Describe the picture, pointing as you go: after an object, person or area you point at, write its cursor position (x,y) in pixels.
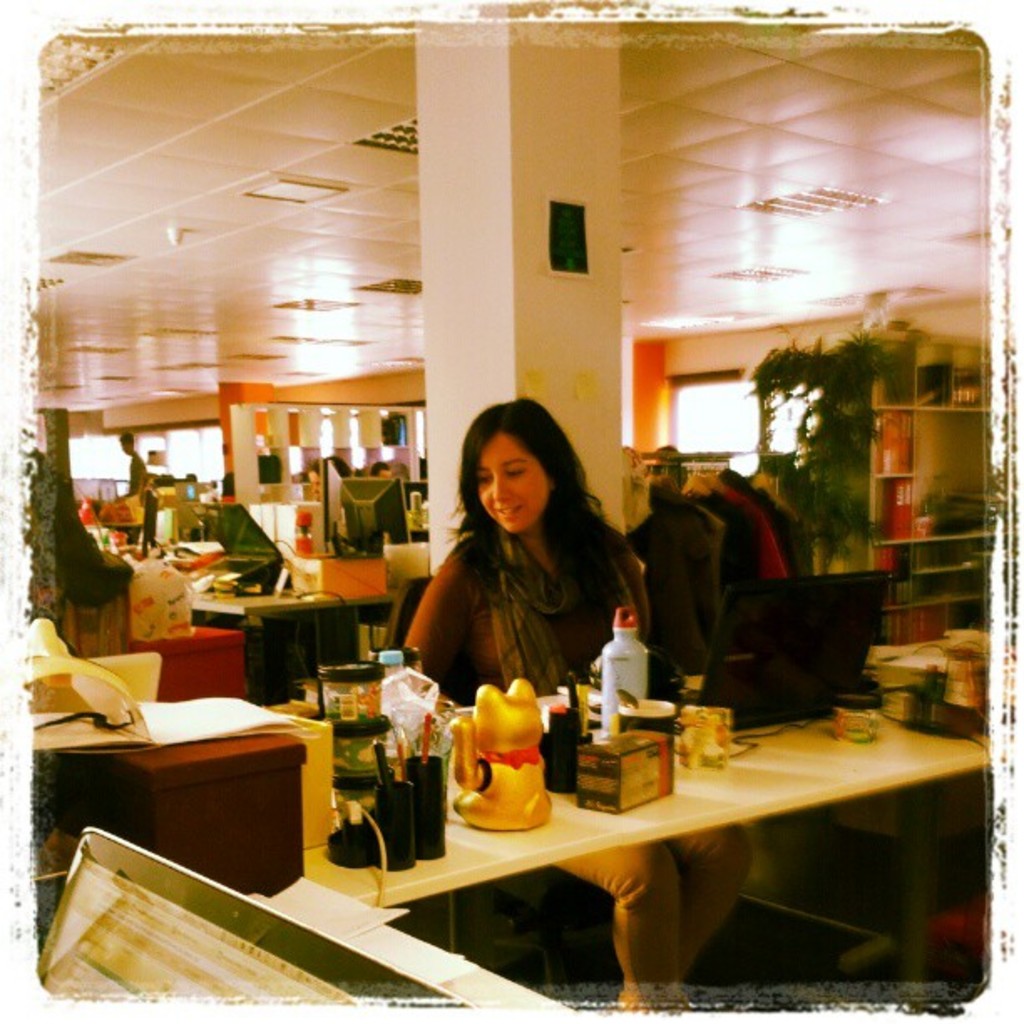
This is the woman (518,634) sitting. This is the table (761,789) with pen stand (438,808), boxes (624,746), cup (651,718), water bottle (629,634), laptop (773,629) and some other objects (501,810) on it. These are the clothes (744,521) hanging to the hanger (699,469). This looks like a cupboard (894,395) with books (900,506) in it. At background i can see a laptop (252,569), computer monitor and here is a person (135,489) standing. This is a pillar (497,292). These are the ceiling lights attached to the rooftop (307,268). I can see some objects (356,590) at the background (276,584).
